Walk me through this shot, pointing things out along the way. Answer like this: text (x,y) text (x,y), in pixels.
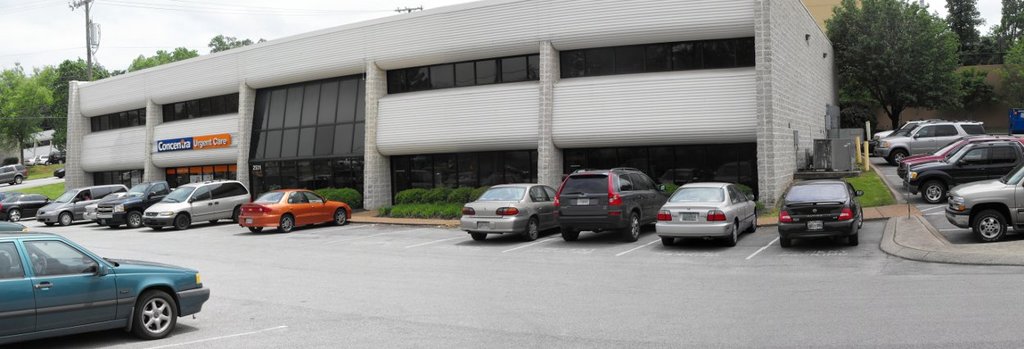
In the center of the image (426,155) we can see a building (514,135), windows (483,155), board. In the background of the image (932,16) we can see the trees (932,16), poles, vehicles (157,223), grass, border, plants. At the bottom of the image (352,330) we can see the road (293,314). At the top of the image (69,44) we can see the sky (72,30).
